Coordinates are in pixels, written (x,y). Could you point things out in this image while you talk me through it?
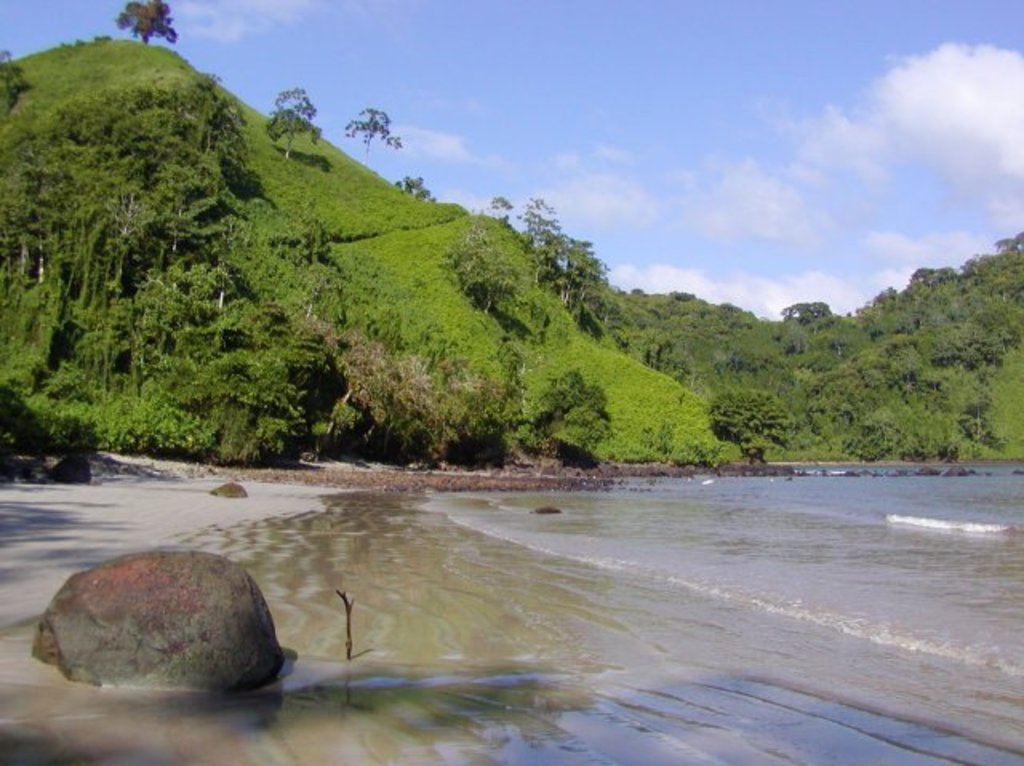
We can see water (431,554) and stone (249,631). Background (108,168) we can see trees (956,353), grass (613,376), hills (635,377) and sky (852,116) with clouds (878,109).
